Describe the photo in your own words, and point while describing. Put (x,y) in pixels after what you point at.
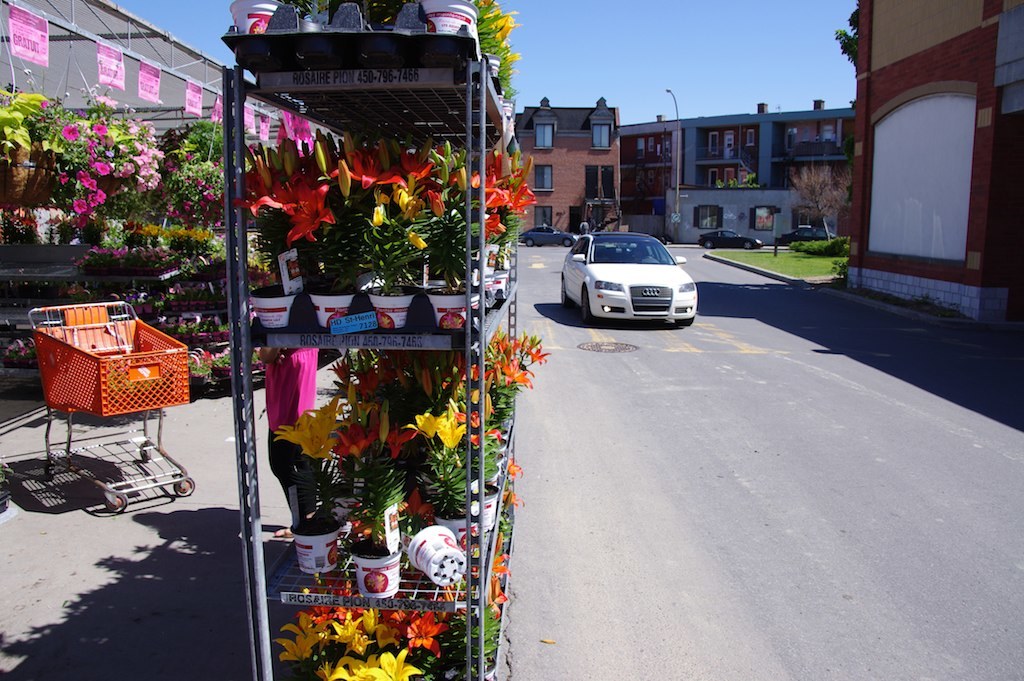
In the image we can see there is a florist store (255,364) and there are cars (627,296) parked on the road (654,344). Behind there are buildings (865,171).
